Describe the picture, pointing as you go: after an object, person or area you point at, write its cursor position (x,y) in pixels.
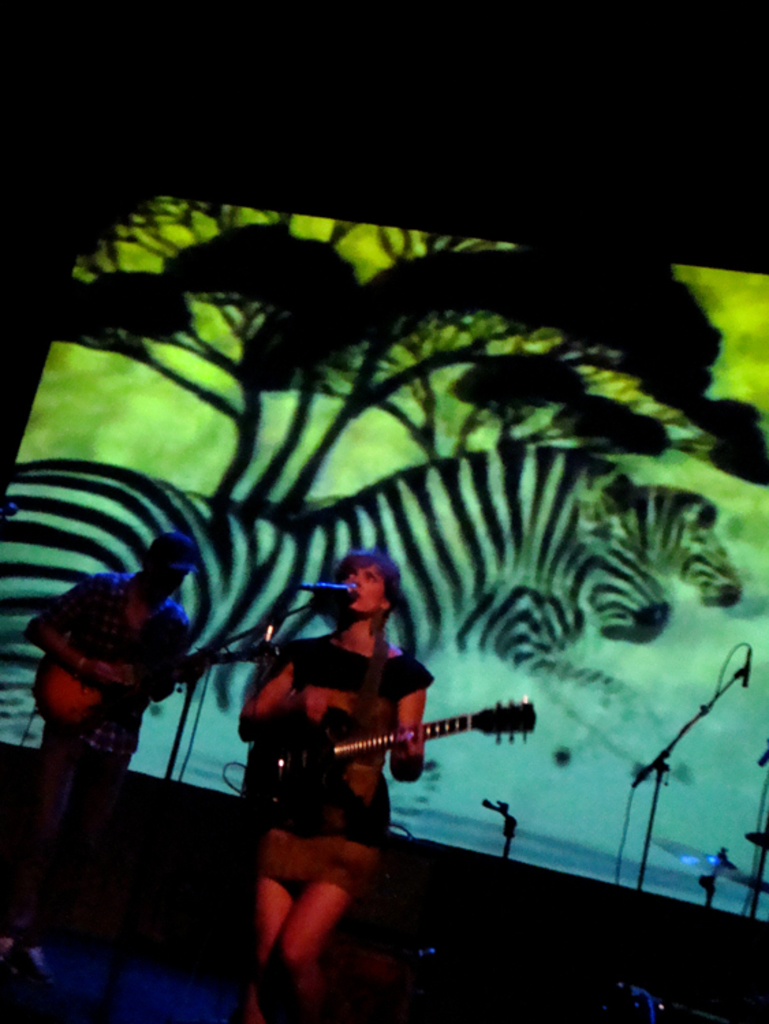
In this image I can see a woman (373,721) standing and playing the guitar (386,744). In front of this person (357,593) there is a mike stand (183,713). At the back of this woman (276,692) there is a man (92,618) is also holding a guitar (75,687) in his hands (123,677). In the background (447,401) there is a screen (541,466).
